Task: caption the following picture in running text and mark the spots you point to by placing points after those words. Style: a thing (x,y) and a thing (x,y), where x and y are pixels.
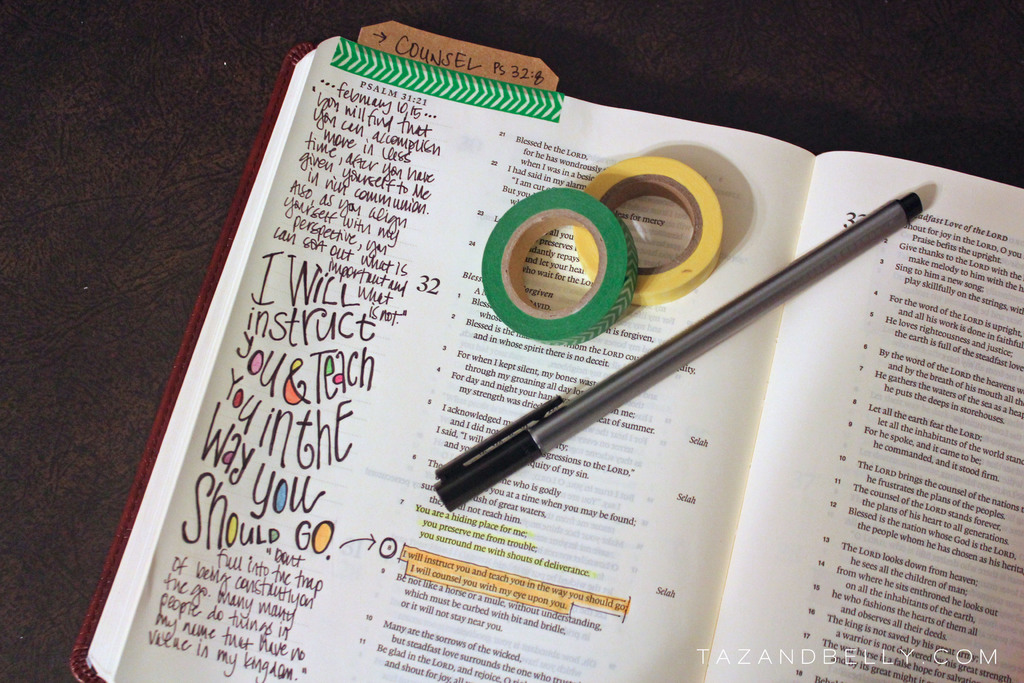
In this image there is a book (615,469), pen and tapes (516,263) are on the dark surface (178,206). Something is written in the book (666,414). At the bottom right side of the image (931,652) there is a watermark (918,652).
